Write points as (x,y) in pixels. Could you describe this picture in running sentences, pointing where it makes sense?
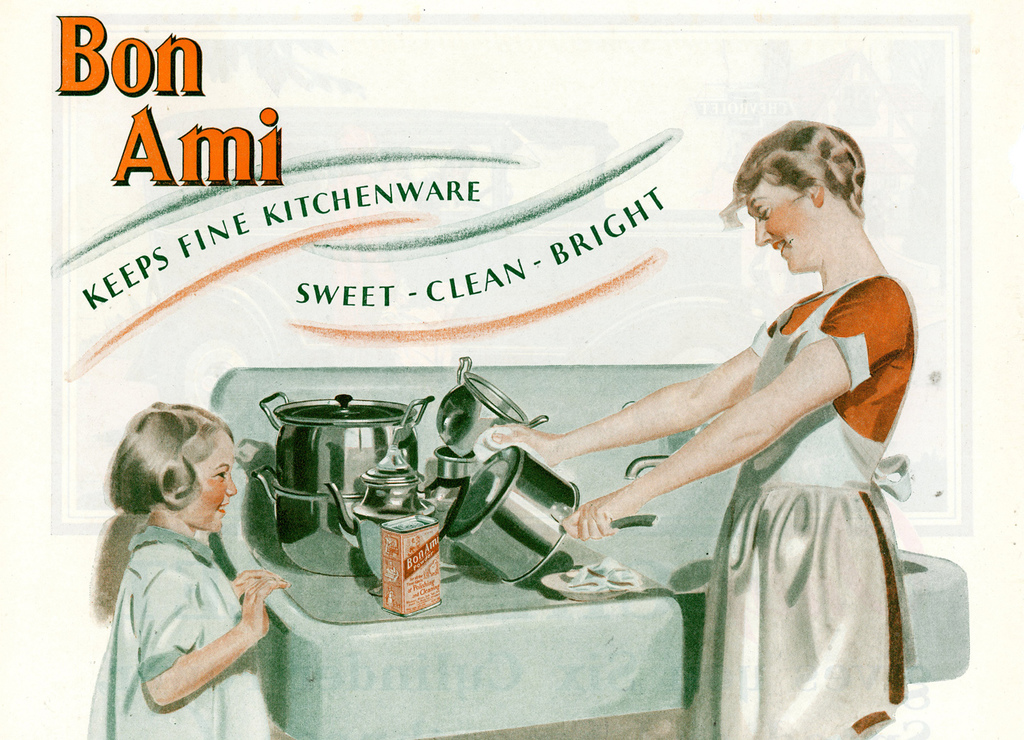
In this image we can see there is a painting banner (526,420) on which we can see is a small girl (198,468) and lady (759,612) who is holding utensils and also there are some on the table (283,667).
